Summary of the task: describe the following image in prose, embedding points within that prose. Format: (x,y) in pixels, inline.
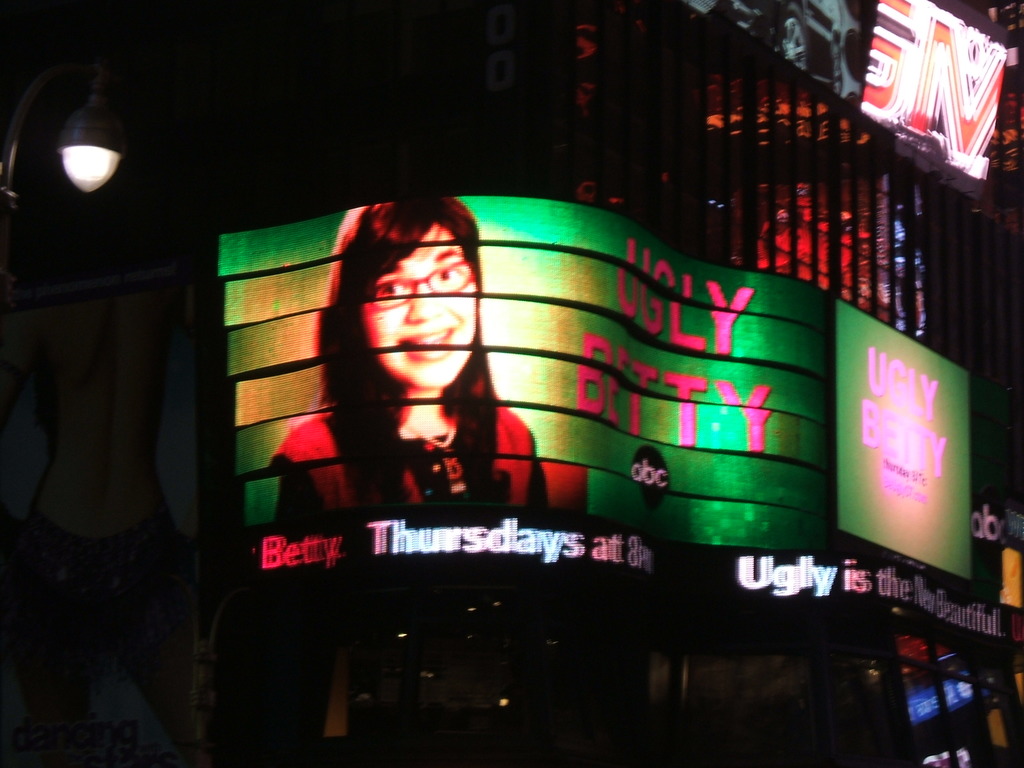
This image is clicked outside. In the front (603,410), there is a building (570,702) on which there is a screen (663,416). We can see a woman (425,414) along with the text (648,381). On the left (11,180), there is a light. At the bottom (676,720), we can see a door (897,728).
